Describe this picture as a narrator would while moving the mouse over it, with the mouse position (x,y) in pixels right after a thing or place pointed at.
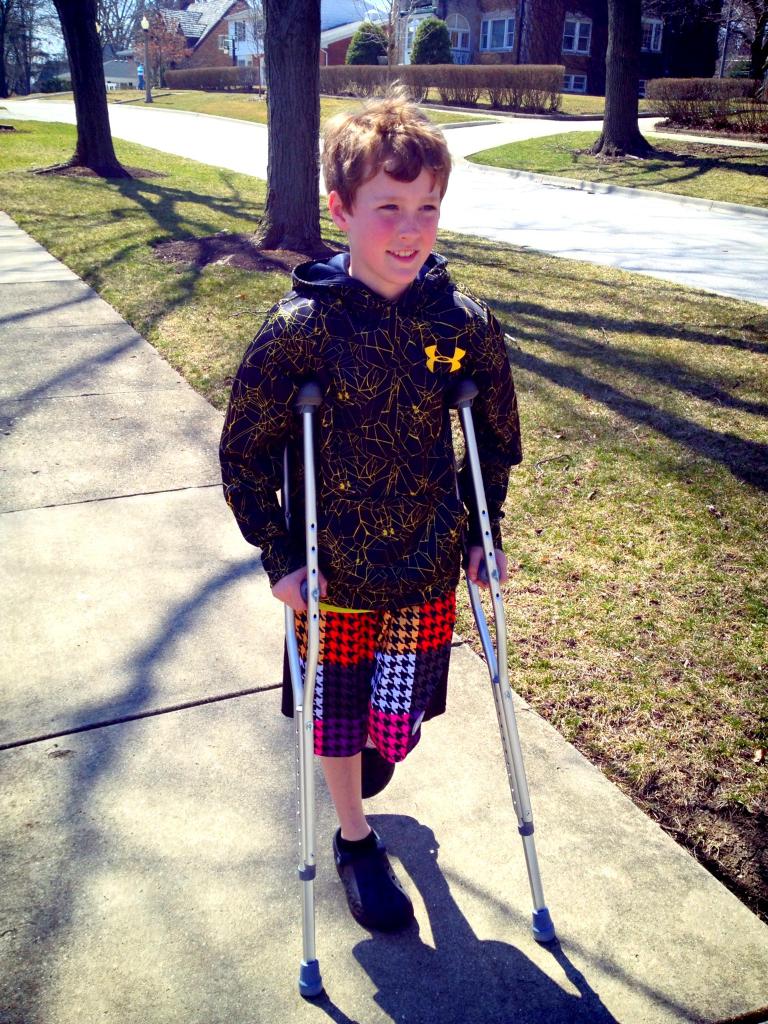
In this picture we can see the handicap boy (410,519) standing with sticks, smiling and giving a pose to the camera. Behind there are some tree trunk (284,166) and shed houses (477,41).
